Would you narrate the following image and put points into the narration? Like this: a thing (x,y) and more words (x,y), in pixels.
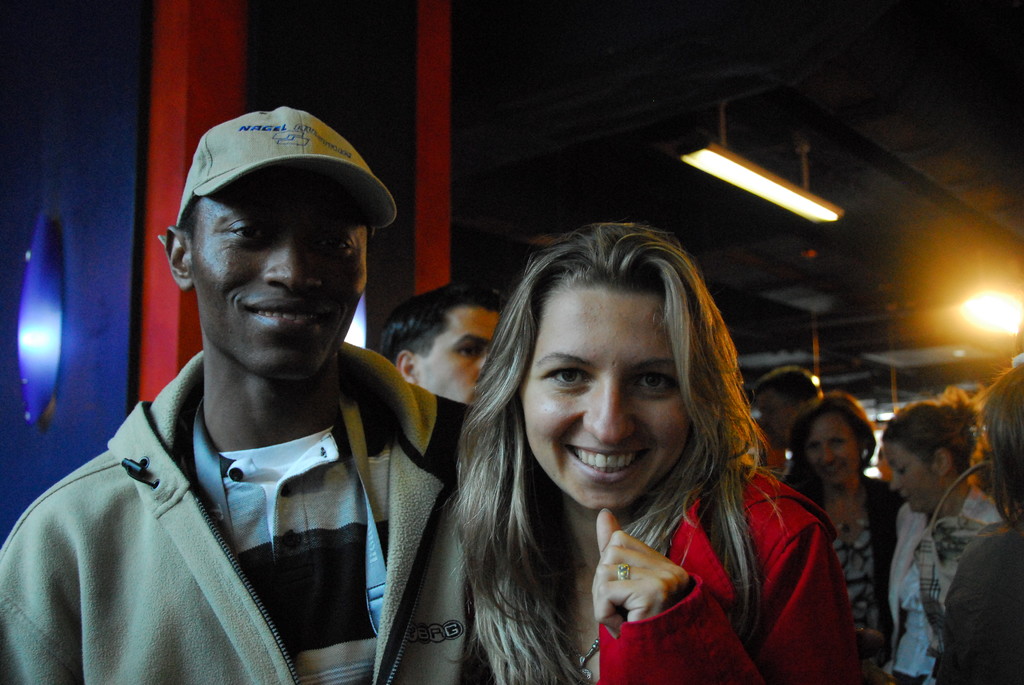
In this image in the front (700,479) there are persons (442,493) standing and smiling. In the background (928,426) there are persons (811,430), there are lights (977,306) and there are objects (133,275) which are blue and red in colour.
